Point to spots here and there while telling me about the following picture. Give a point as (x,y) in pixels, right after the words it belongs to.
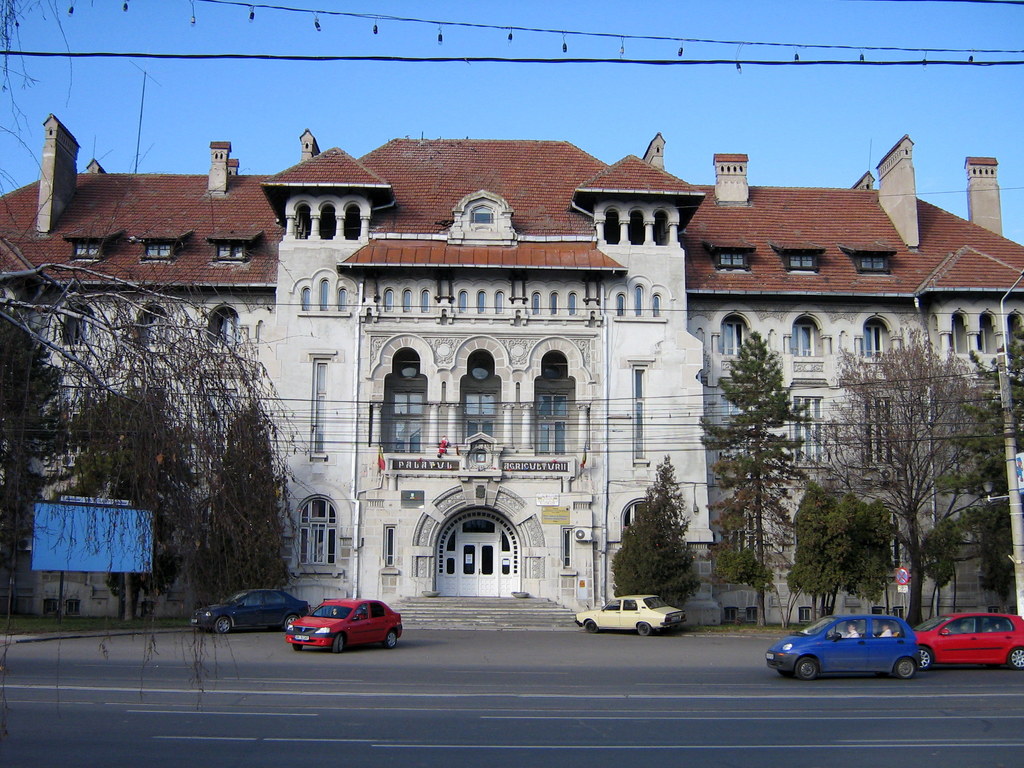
At the bottom of the image (329,620) on the road (680,649) there are cars (660,609). Behind the road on the footpath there are trees (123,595). And in the image there is a building (779,238) with walls (408,485), windows (881,260), roofs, chimneys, doors (494,594) and arches (513,503). At the top of the image (298,7) there are wires (903,64) and also there are decorative lights (443,39). Behind them there is sky (725,51).
